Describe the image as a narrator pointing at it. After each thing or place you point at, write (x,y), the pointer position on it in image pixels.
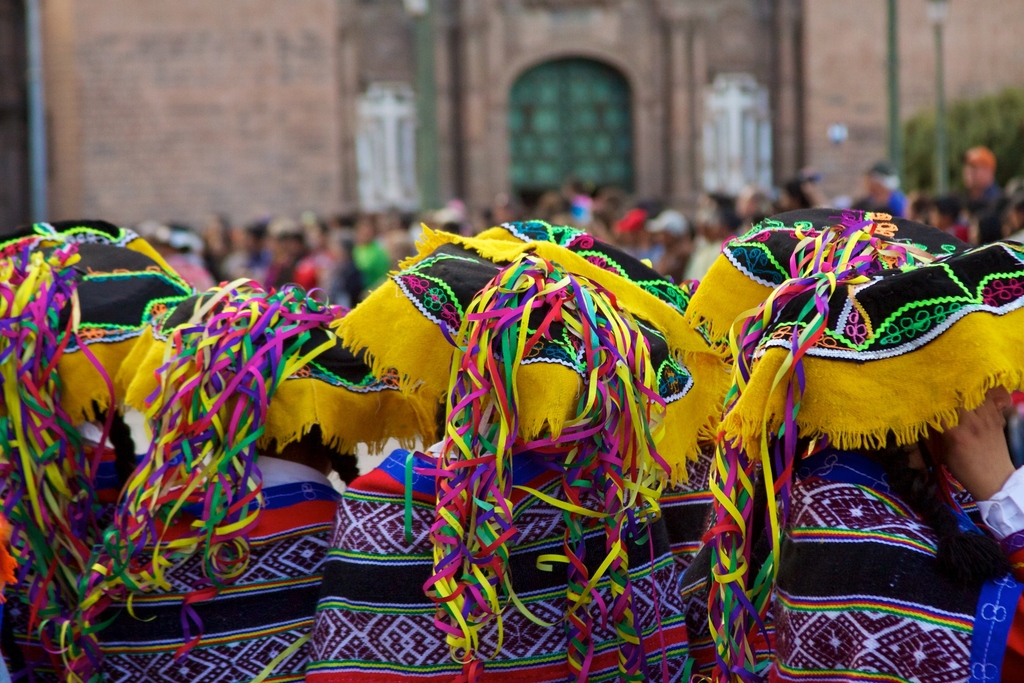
In this image we can see few persons (524,294), some of them are wearing different costumes (620,453), also we can see a building (751,101), poles (940,161), plants (924,148), and the background (952,152) is blurred.
